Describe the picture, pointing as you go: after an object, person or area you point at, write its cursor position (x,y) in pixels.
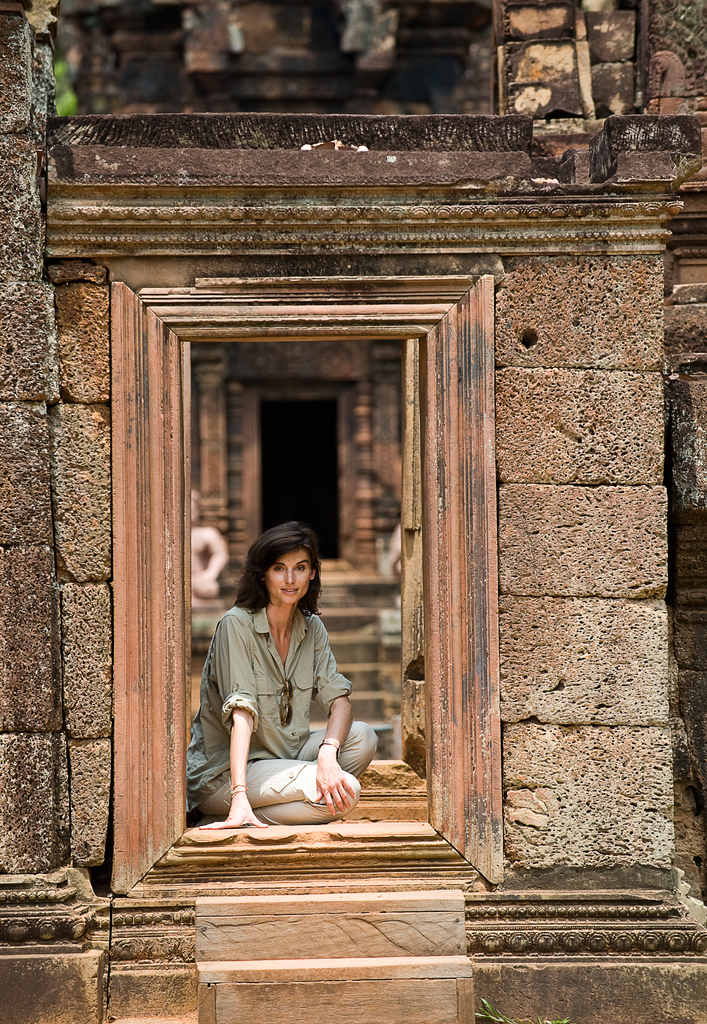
In this image woman (337,796) is sitting in front of the door (432,551). At the back side (355,83) there is a wall (325,75) and at the front (355,926) there are two stairs (362,933).
